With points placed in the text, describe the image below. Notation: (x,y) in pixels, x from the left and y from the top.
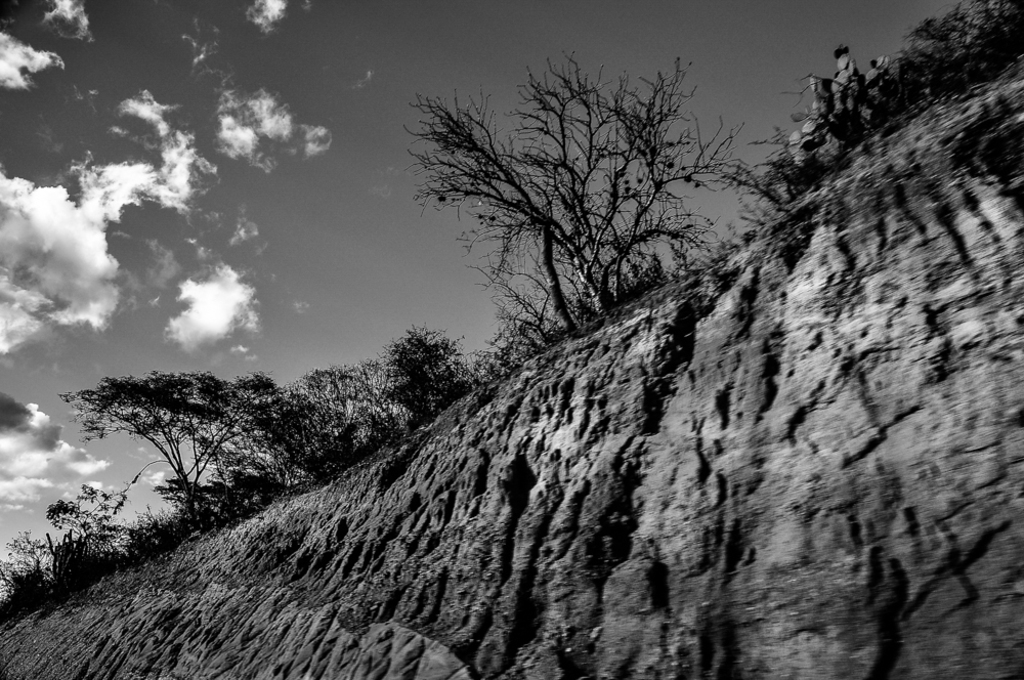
In this image I can see a mountain (758,363) and trees (340,404). I can see a clouds (74,270). The image is in black and white.
